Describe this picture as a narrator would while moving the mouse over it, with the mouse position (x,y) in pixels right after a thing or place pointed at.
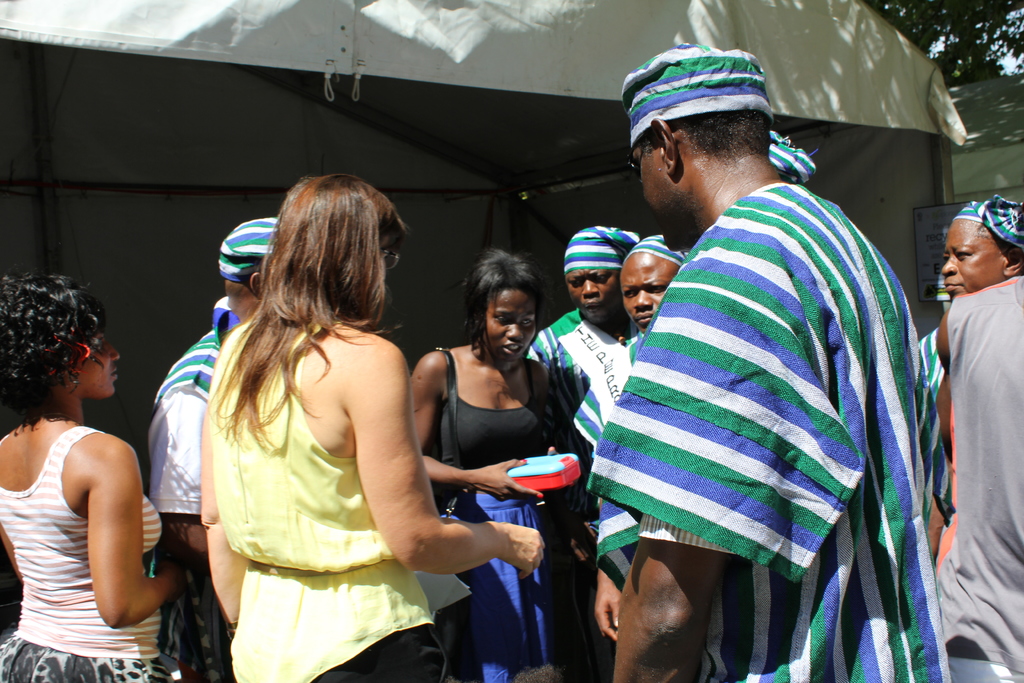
In this picture we can see caps (643,252), bag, box (542,483), tent (710,43), poster (915,228), rods (570,177) and some objects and a group of people (560,353) standing and in the background (935,53) we can see trees (968,47).
